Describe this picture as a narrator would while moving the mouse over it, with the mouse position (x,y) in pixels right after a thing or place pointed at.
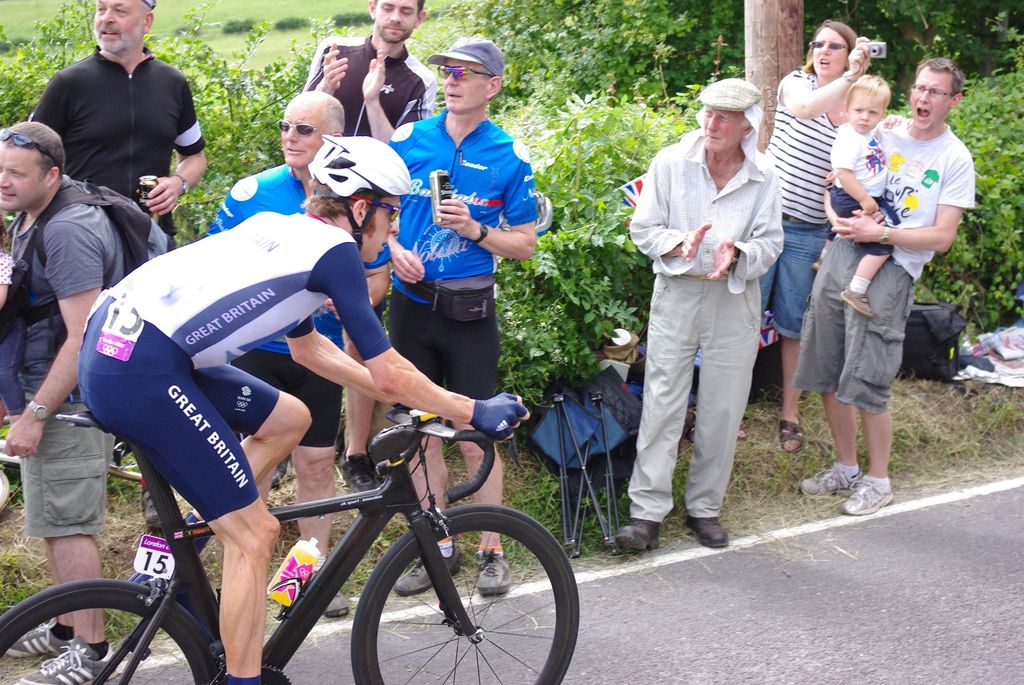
In this picture we can find some people (949,188) are standing and one man (263,301) is on the bicycle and riding it. He is wearing a helmet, T-shirt (257,313), gloves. In the background (1002,205) we can find some plants (590,135), grass (899,389).
